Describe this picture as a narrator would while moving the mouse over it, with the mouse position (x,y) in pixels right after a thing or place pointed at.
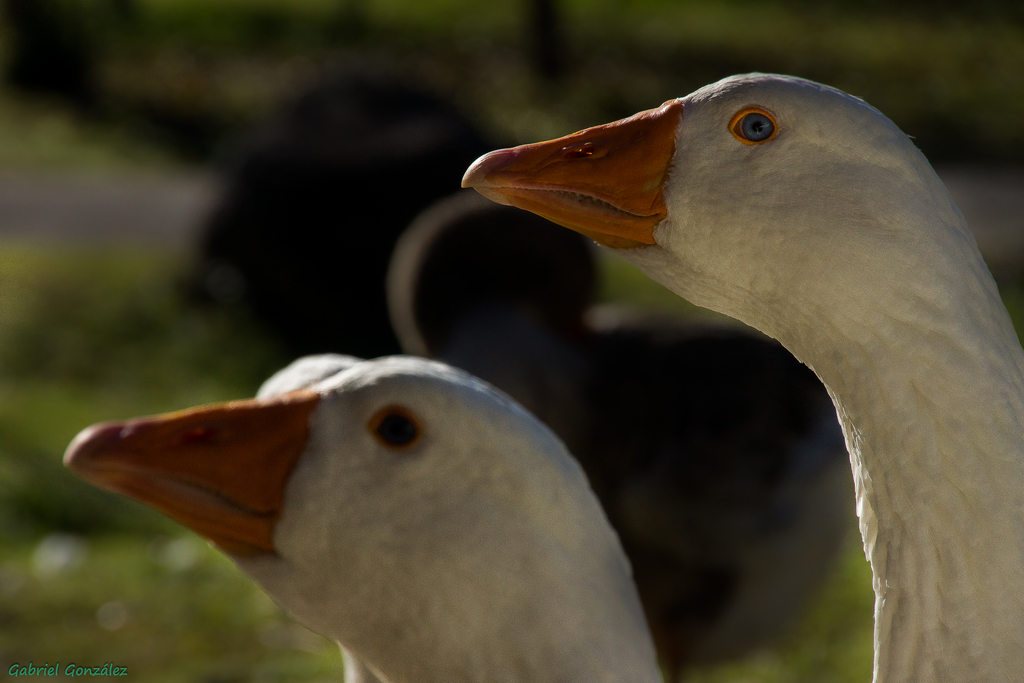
In this picture we can observe two ducks (735,242) which are in white color. The background (392,288) is completely blurred. We can observe an orange color beaks (182,439).
